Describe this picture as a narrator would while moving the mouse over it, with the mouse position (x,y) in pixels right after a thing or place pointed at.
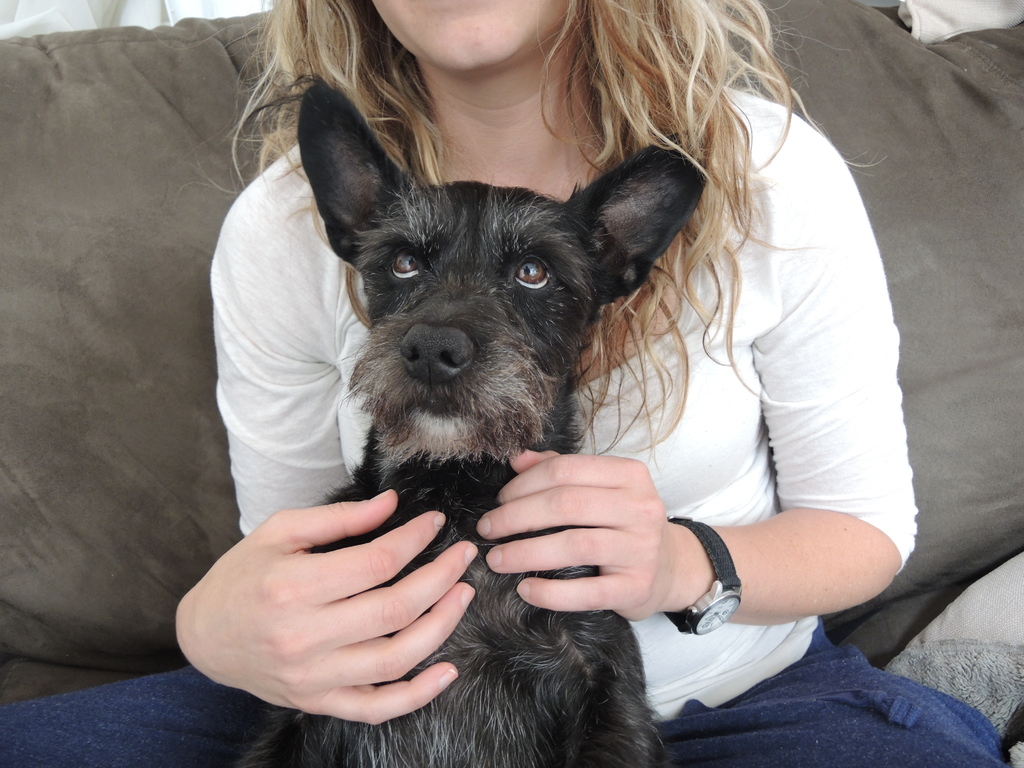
In this image we can see a woman (746,660) wearing dress (786,427) and wrist watch (731,559) is holding a dog (506,539) with her hands (549,550) is sitting on the sofa (921,307). In the background (925,39), we can see a pillow (957,14) and curtain (81,8).
